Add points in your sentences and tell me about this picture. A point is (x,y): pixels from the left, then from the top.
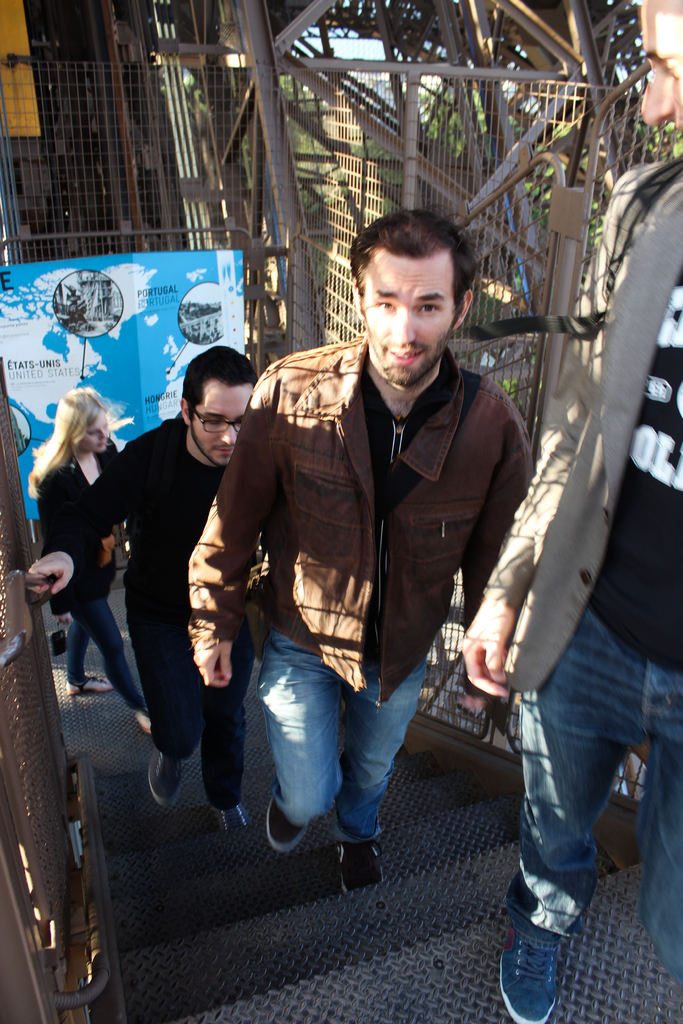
In this image we can see these people (600,545) are climbing up the stairs (413,879). Here we can see the banner (95,331), the fence (9,195) and trees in the background (361,178).
